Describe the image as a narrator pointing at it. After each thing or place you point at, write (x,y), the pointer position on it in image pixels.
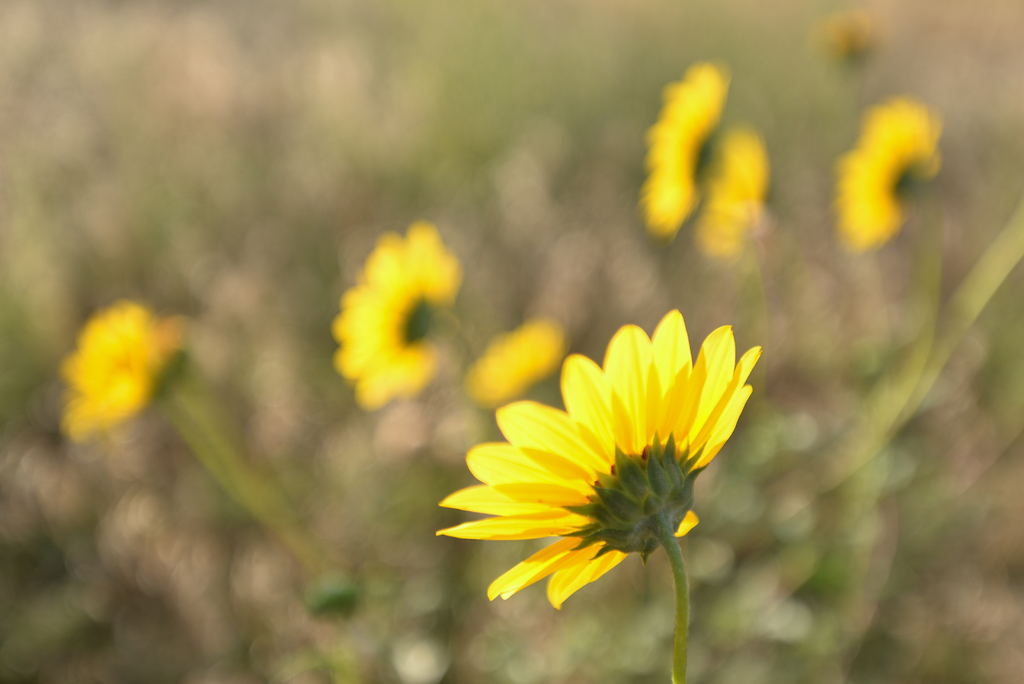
In this image we can see plants (615,410) with flowers (375,398). In the background (195,267) the image is blur.
